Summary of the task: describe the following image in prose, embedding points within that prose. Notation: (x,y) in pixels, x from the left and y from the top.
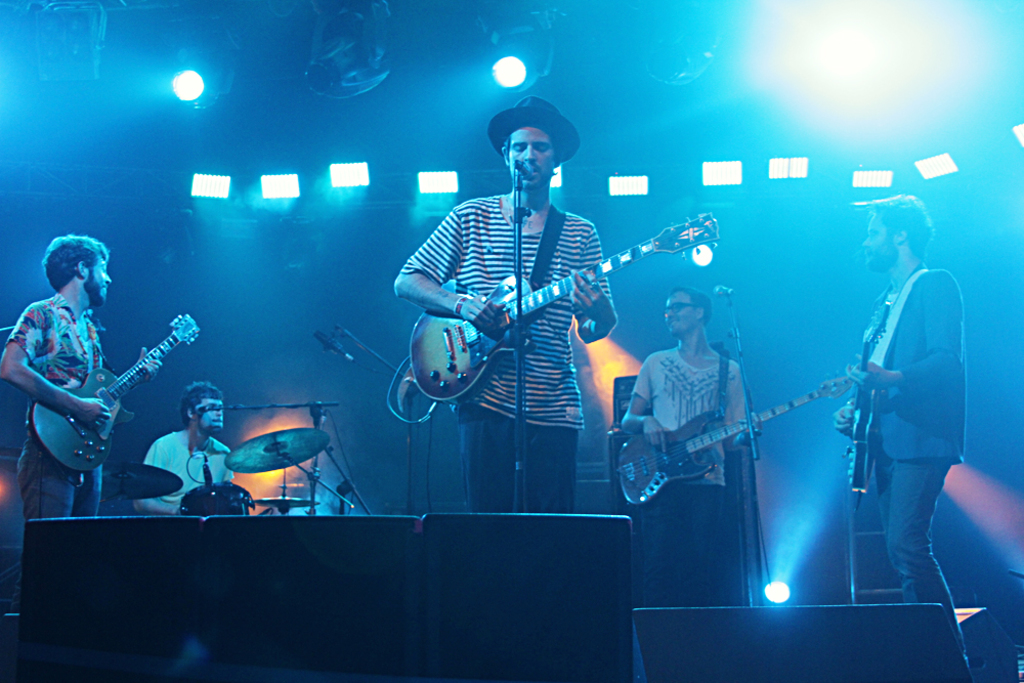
There are four people (572,354) standing and playing guitars (504,343). The person (535,145) in the middle (536,239) is singing the song. Here is another person (189,480) sitting and playing drums (306,439). These are the show lights (359,179). This is the mic (339,341) attached with the mike stand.
